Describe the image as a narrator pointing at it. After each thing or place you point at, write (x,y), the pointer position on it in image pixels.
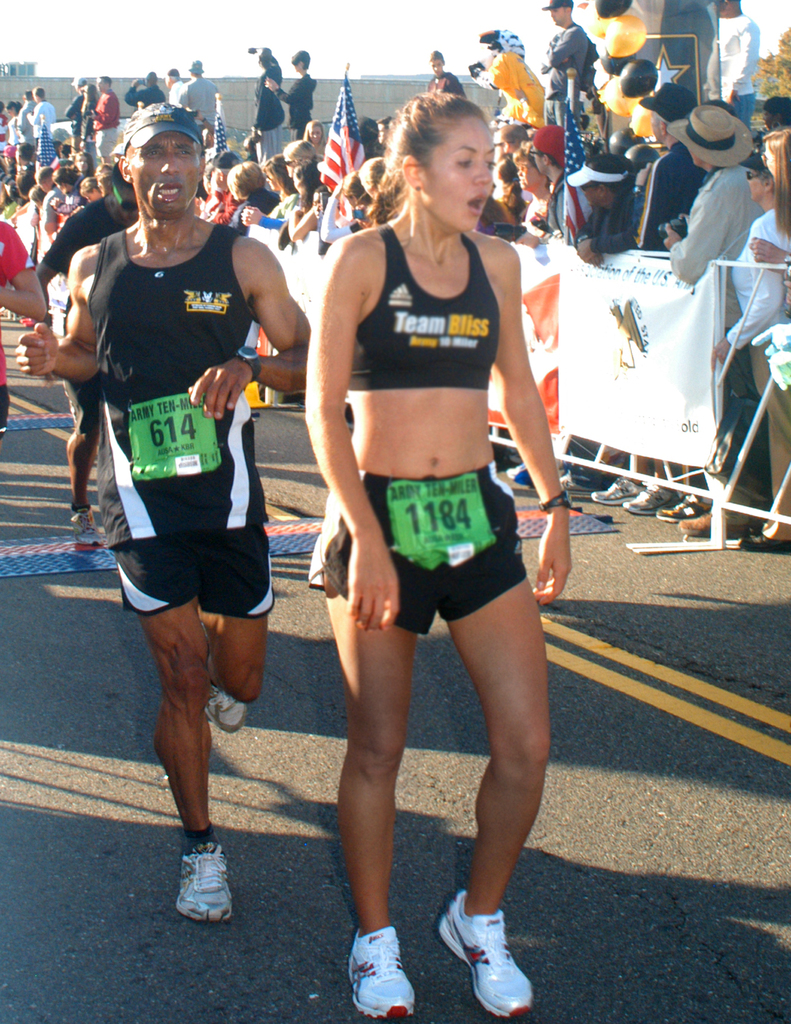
This picture shows few people (688,168) standing and few people (486,689) running and we see a metal fence (558,281) and few of them wore caps (180,112) on their heads (649,107) and we see flags (335,150) and a building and we see banners (671,292) on the metal fence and a cloudy sky (447,10) and we see few balloons (616,90).
